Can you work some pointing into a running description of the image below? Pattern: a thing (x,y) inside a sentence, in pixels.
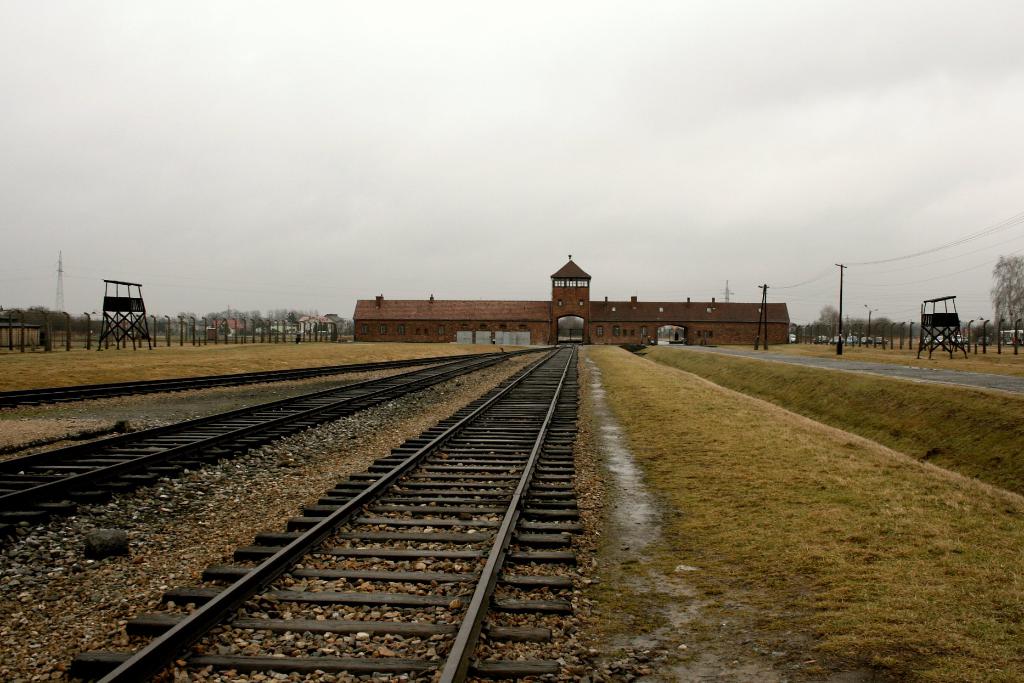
In this image we can see the building (733,317), stones (413,643), railway tracks (451,483) and also the grass (768,456). We can also see the towers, electrical poles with wires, fencing (211,341) roads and also trees (1001,272). In the background (976,317), we can see the cloudy sky (517,187). We can also see the road (880,363) on the right (986,373).
